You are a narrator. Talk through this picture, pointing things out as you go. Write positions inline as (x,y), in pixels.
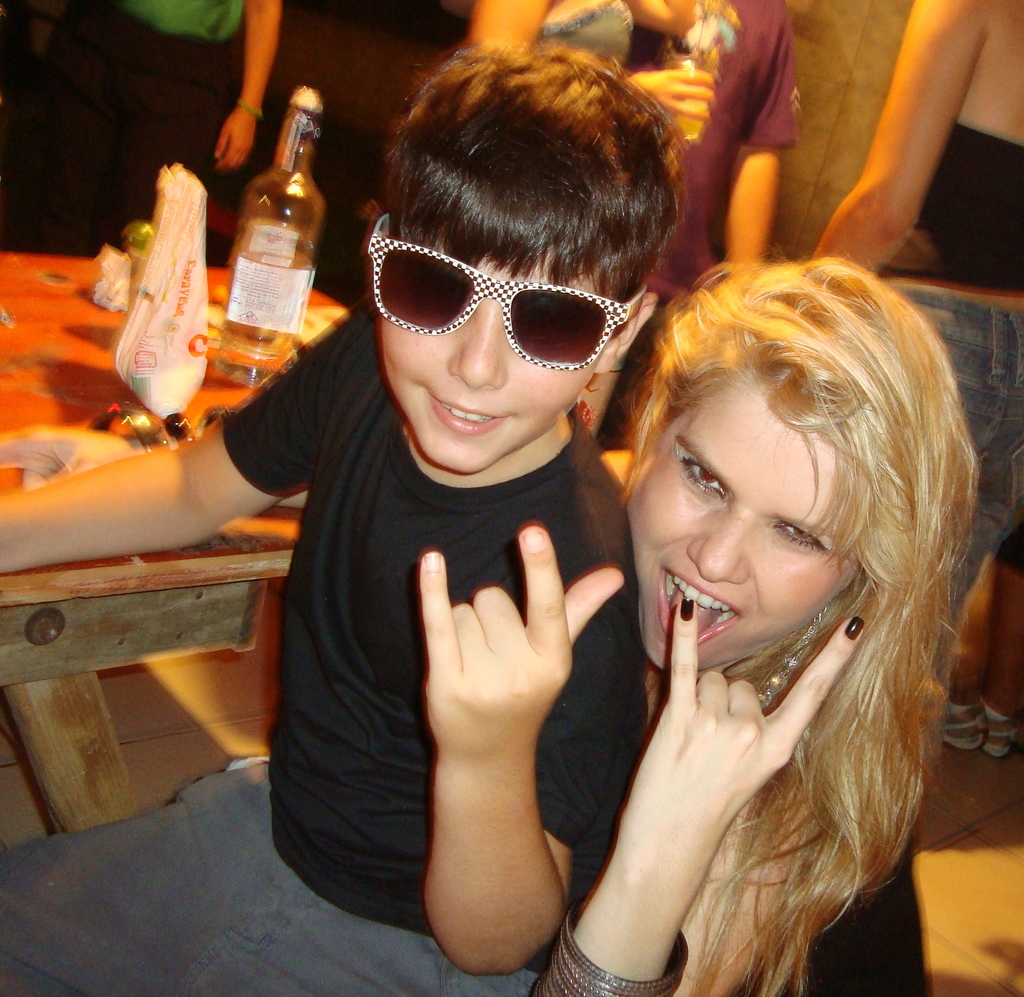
There is a lady (762,632) and a boy (405,672). Boy (371,665) is wearing a goggles (476,299). In the back (87,330) there is a table (66,327). On the table (111,327) there is a bottle (232,306) and some other items (144,297). In the back (180,39) some people (579,37) are there.
